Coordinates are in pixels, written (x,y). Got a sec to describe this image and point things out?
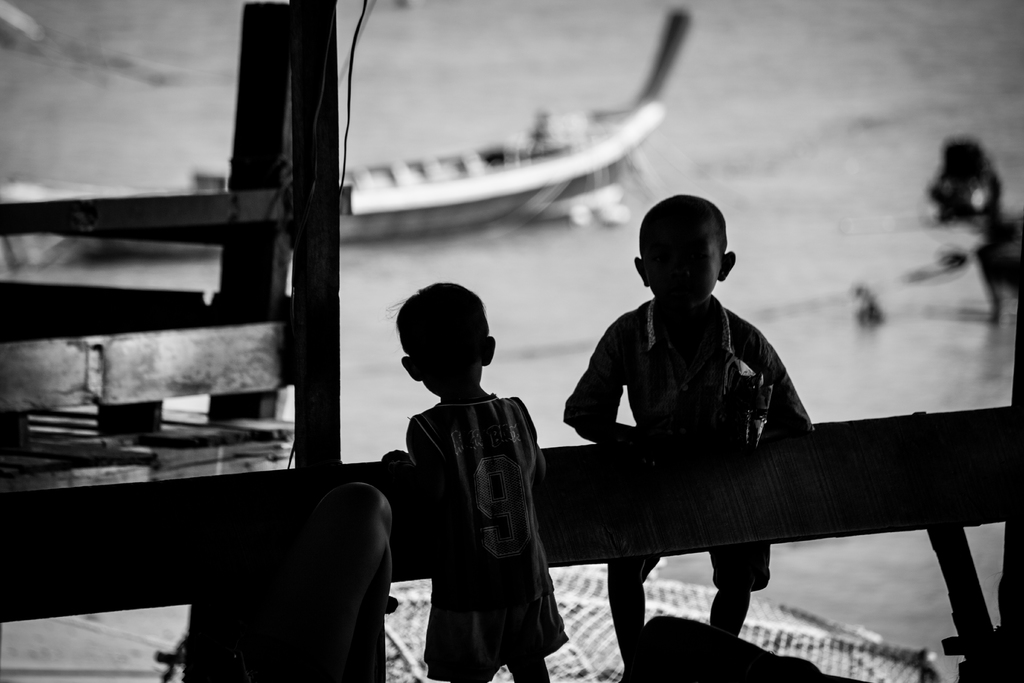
In the foreground of the image (835,527) it is dark, we can see kids (483,497) and some wooden objects (224,501). In the background (395,159) there is a water body (605,250) and a boat (476,167). In the background (454,162) is blurred.
